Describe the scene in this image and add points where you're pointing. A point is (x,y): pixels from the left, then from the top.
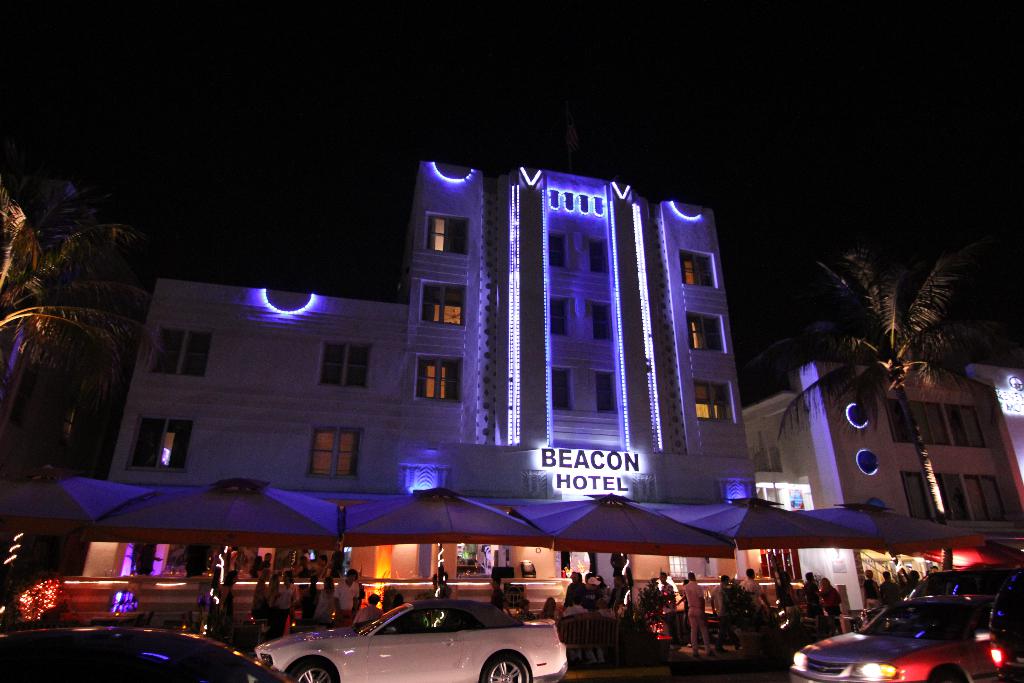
In this image there are buildings (589,401), lights (999,662), tents (828,512), people (229,579), vehicles (217,679), benches (585,625), trees (38,262), dark sky (715,155) and objects (770,584).
